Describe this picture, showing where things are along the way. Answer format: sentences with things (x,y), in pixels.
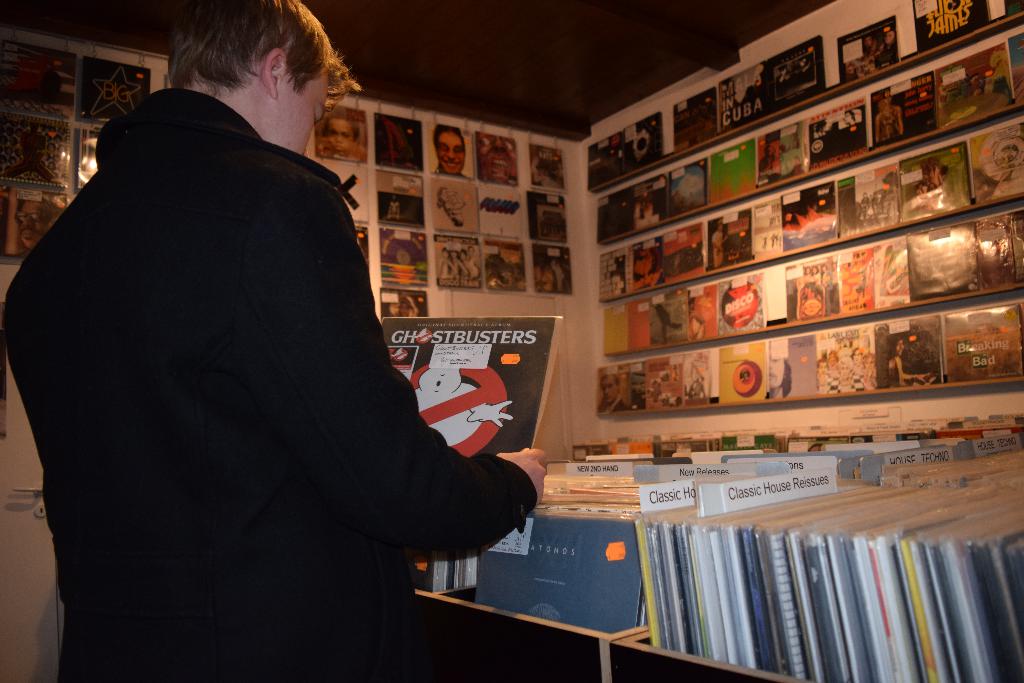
This is an inside view. On the left side (222,453), I can see a man (258,479) wearing black color jacket (324,400), holding a record (511,417) in the hands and looking at the record (493,437). In front of this man (401,514) there is a table (605,635) on which I can see many records (961,655). In the background (543,194) there is a wall (493,314) on which many records (503,251) are placed.
